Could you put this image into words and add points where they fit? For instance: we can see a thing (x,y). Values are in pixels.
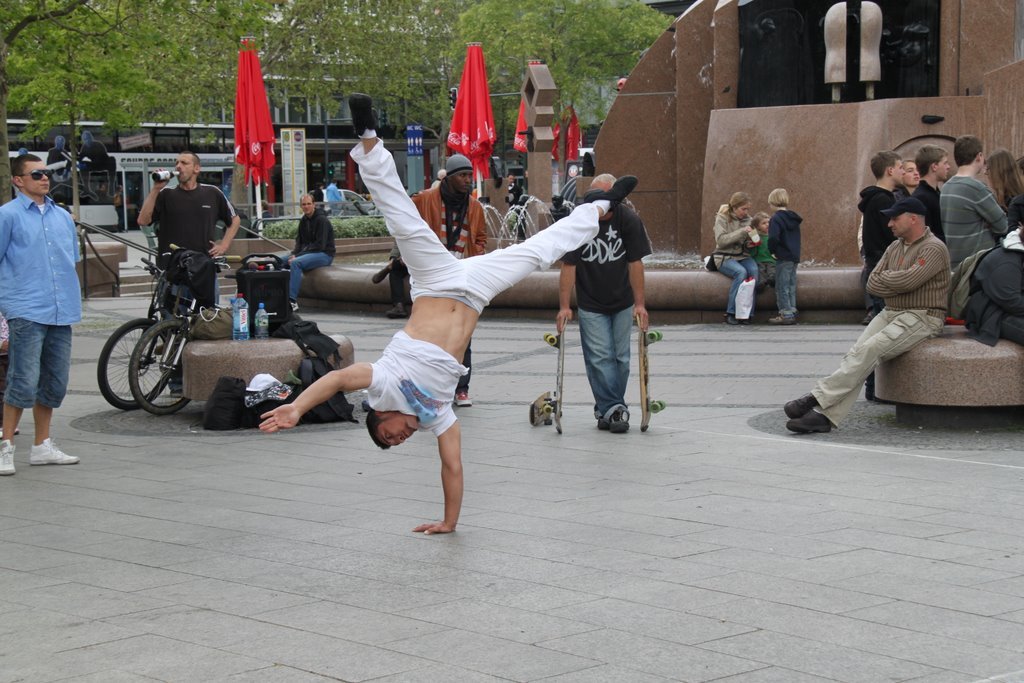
In this image there is a man (323,398) doing gymnastic in the street (466,544), another man (4,469) standing and watching him, another man (198,158) standing near bicycle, there are group of people (792,284) sitting beside him in the back ground (256,321) there is water bottle (240,313), bag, flag (254,165), bus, building (346,110), tree (297,39).
